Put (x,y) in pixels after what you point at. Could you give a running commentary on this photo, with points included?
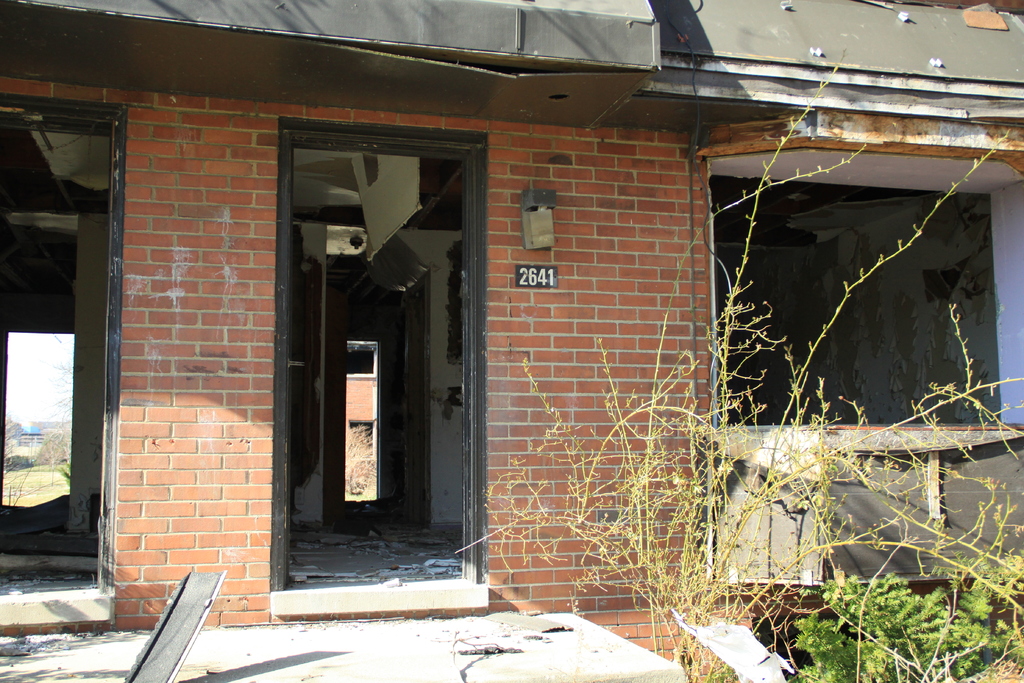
There is a building (523,99) with brick wall (258,155). There is a number (535,281) on the wall (546,351). On the right side (743,583) there are plants (872,594).
